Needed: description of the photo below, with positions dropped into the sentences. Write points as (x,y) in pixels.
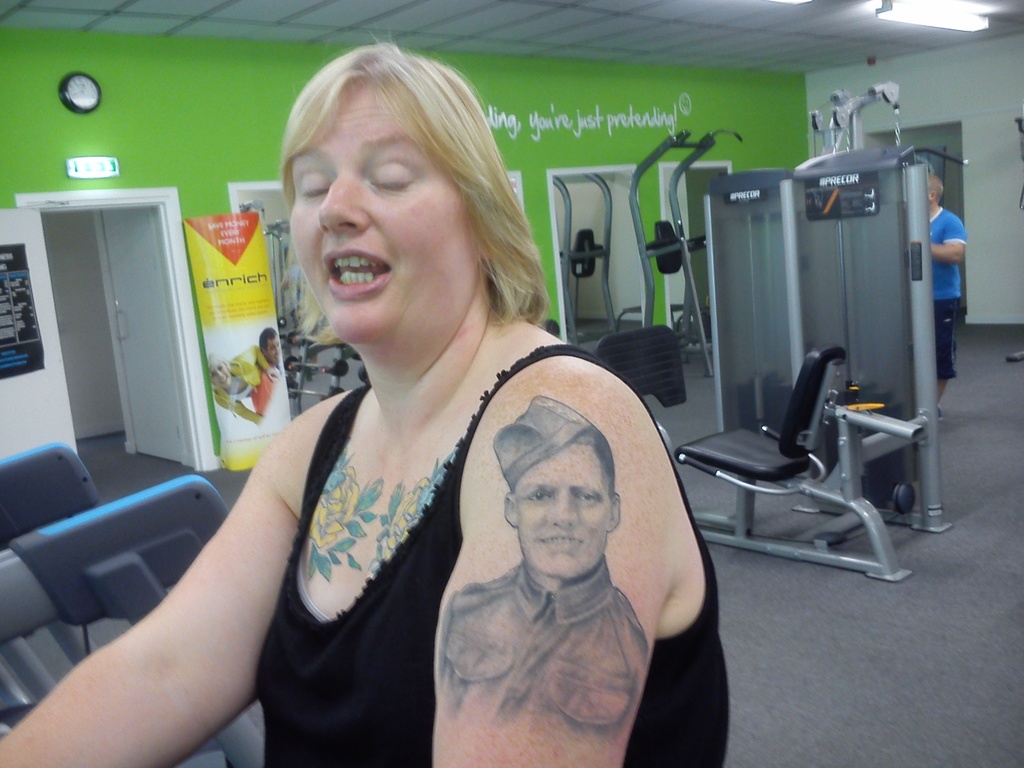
In this picture we can see a woman (334,432) wearing black top (343,708) and tattoo (504,685) on the hand (530,661) is standing and talking on the camera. Behind we can see the gym equipment (733,336) and green wall (634,111) in the background (4,115).
